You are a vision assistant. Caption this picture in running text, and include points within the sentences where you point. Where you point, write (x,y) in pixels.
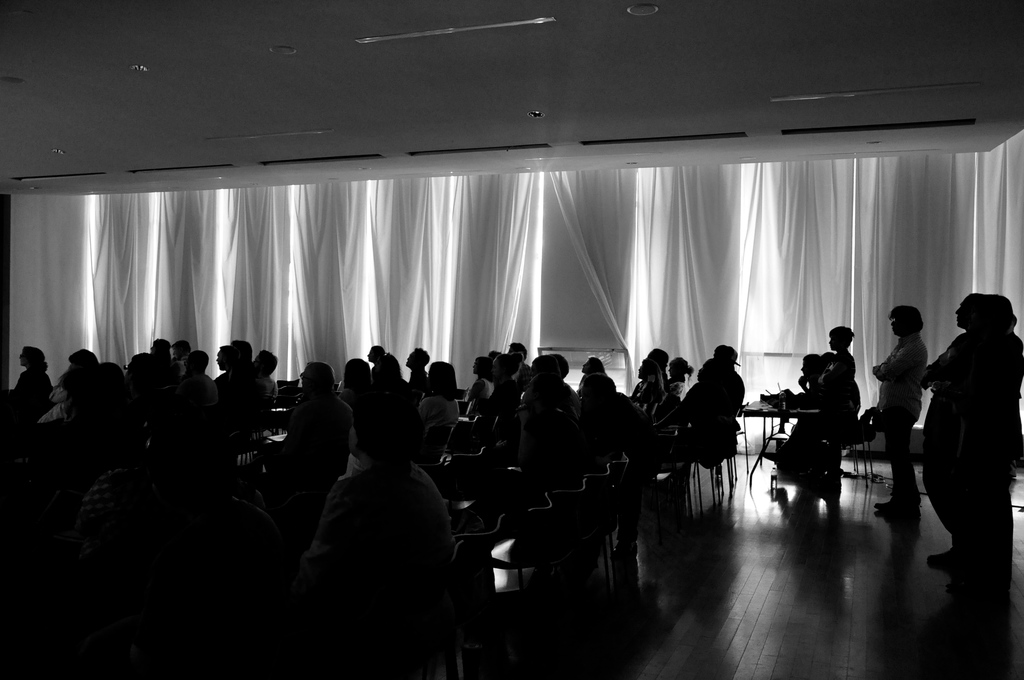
This picture is clicked inside. On the right (902,376) we can see there are some person (916,389) standing on the ground (795,543) and on the left (164,503) we can see the group of people (346,523) sitting on the chairs (435,444). In the background (860,280) we can see the curtains (695,264) and there is a roof (490,84) and the ceiling lights (536,109).
